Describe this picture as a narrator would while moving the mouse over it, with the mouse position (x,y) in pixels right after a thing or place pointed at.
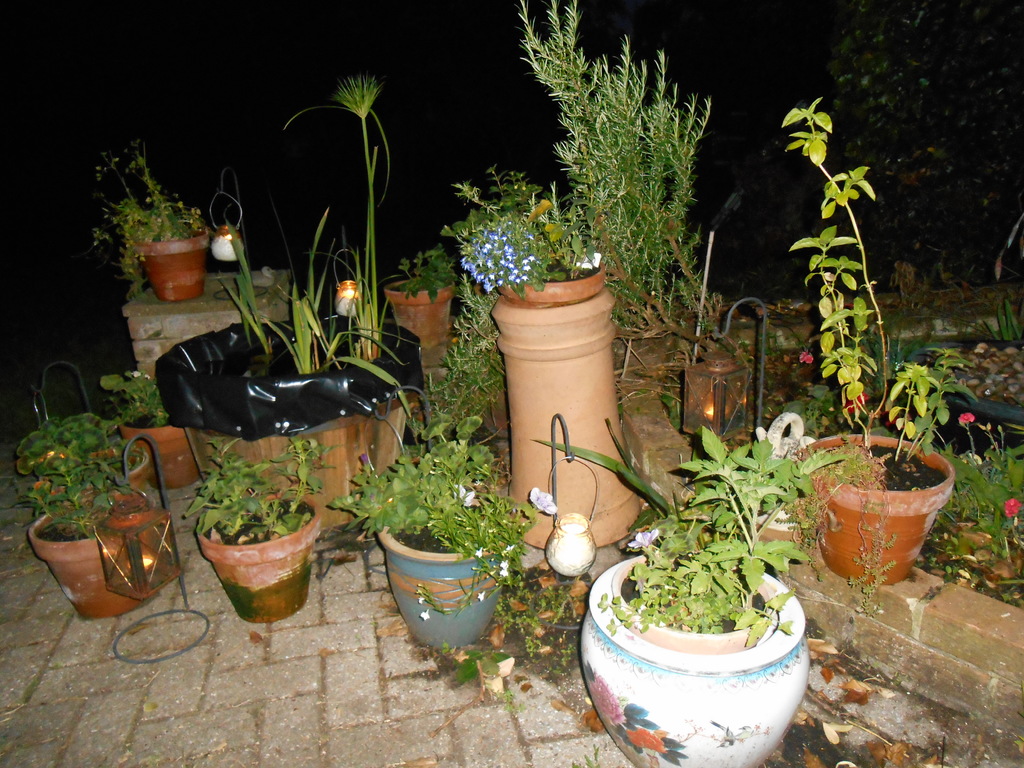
In this image we can see the different types of flower pots (464,629) and candles (562,561) in different kinds of candle holders (162,505) placed on the wall (652,413) and floor (325,600).
